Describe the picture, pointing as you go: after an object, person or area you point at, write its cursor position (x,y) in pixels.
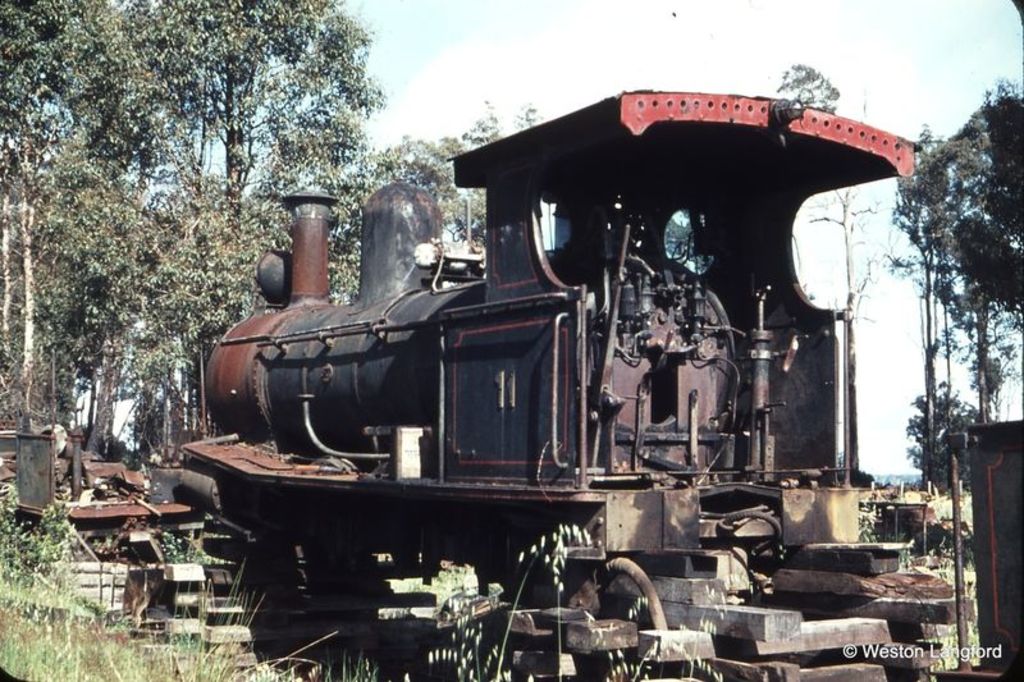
In this picture, we see the vehicle (394,244). It looks like a train engine (622,354). It is in black color. In the left bottom (51,655), we see the grass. There are trees (240,246) in the background (14,149). On the right side (923,247), we see the trees (919,263). At the top (553,96), we see the sky (553,96).
